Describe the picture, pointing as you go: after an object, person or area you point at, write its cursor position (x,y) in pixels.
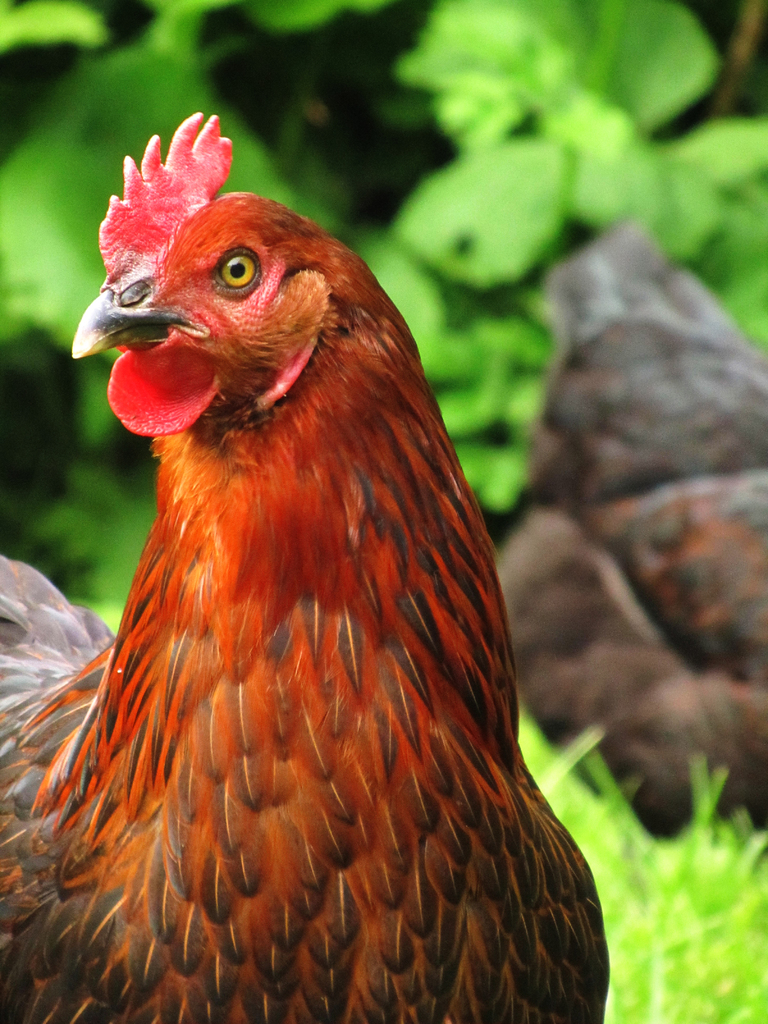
In this picture we can see there are two hens (409,798) on the grass path (617,858) and behind the hens (315,510) there are plants (436,107).
